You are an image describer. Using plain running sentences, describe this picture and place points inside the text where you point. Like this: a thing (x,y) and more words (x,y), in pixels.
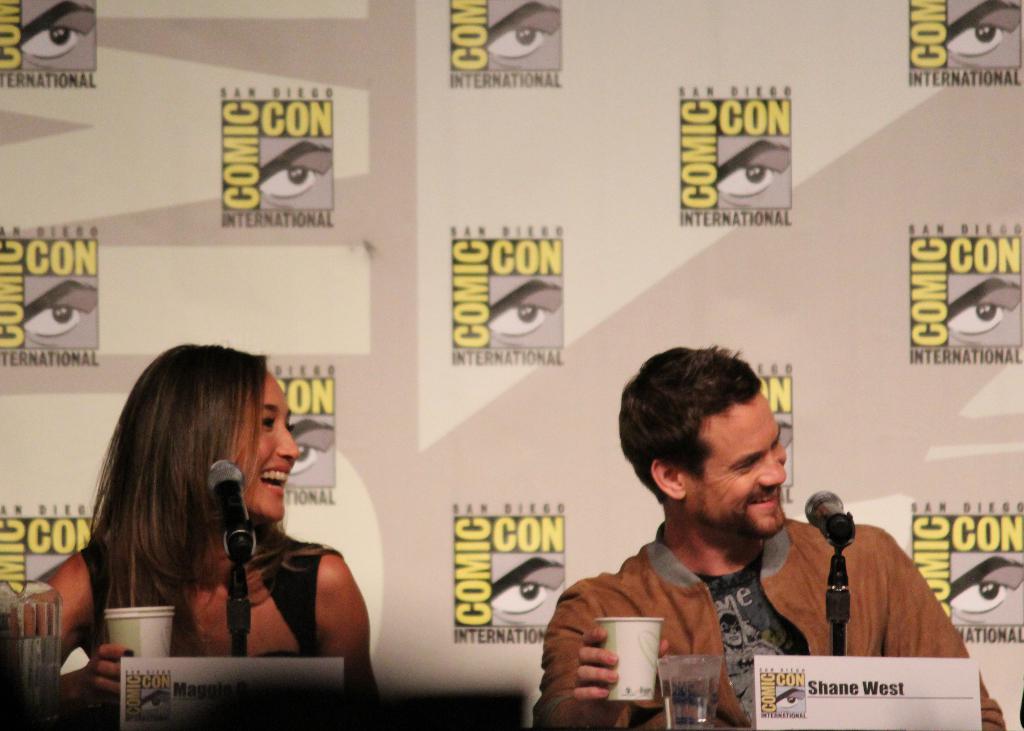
At the bottom of the image (691,497) we can see two persons (680,505) are sitting and laughing. In-front of them we can see mics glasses (704,718), boards (322,685) and they are holding glasses (617,641). In the background of the image (472,387) we can see a board (478,213).
